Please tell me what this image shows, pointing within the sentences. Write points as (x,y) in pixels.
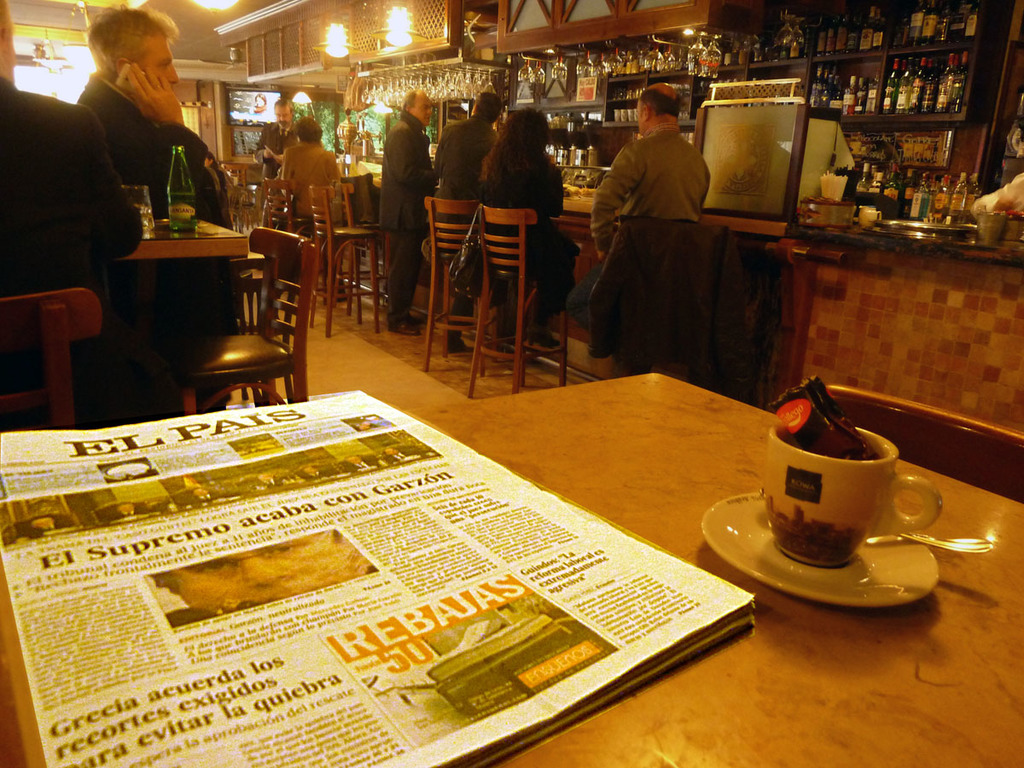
In this image i can see a table (497,417) in the middle (473,401) and there is cup (841,467) and saucer (779,565) and paper (583,715) on the table (724,717). And there are the some persons (486,137) sitting on the chair (493,257) on the right side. And there is a person (406,216) standing on the floor (392,340) And there are the some bottles (825,47) kept on the racks (882,71) on the right side (945,100). And there are some lights (409,13) visible on the left side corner and left side (27,111) there are two persons (72,283) sitting on the chair (70,304) and there is a green color bottle (179,207) kept on that table (167,229).
